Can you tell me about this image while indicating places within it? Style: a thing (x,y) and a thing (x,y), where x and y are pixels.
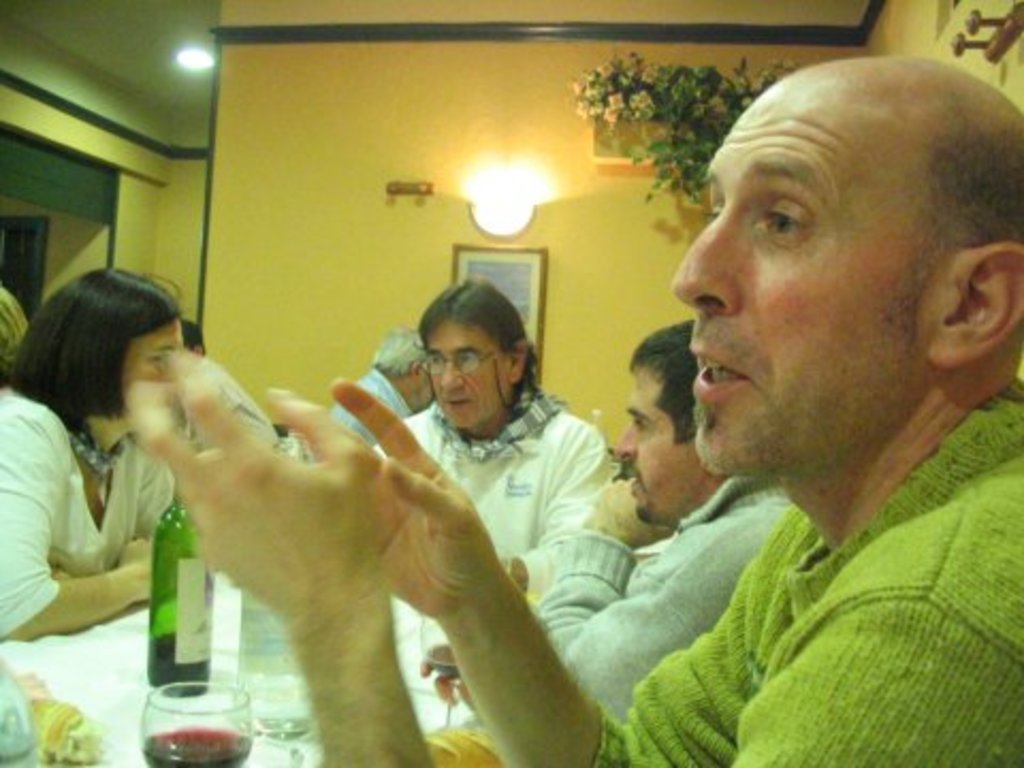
In this picture we can see people (653,696) sitting and talking to each other. On the table (225,679) we have a glass of wine (232,705) and a bottle (187,583). In the background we have lights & flowers (654,109).
